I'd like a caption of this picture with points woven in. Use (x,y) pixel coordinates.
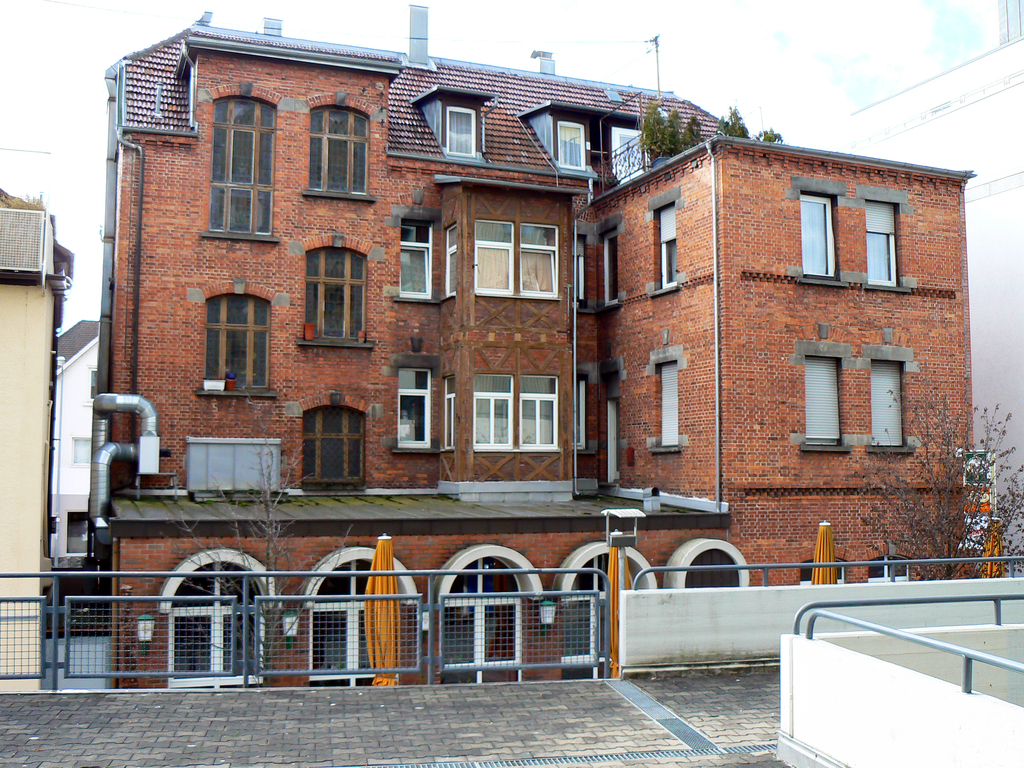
This image is taken outdoors. At the bottom of the image (407,715) there is a floor (573,702). In the middle of the image (606,306) there are a few buildings (425,301) with walls (144,357), windows (244,326), roofs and doors (460,577). There are a few closed umbrellas (370,588) and trees (958,483). There are a few plants (678,122) and there is a railing (616,156). At the top of the image (856,39) there is the sky (859,31) with clouds (813,42). There is a railing (149,612) and there are a few iron bars (206,614).
